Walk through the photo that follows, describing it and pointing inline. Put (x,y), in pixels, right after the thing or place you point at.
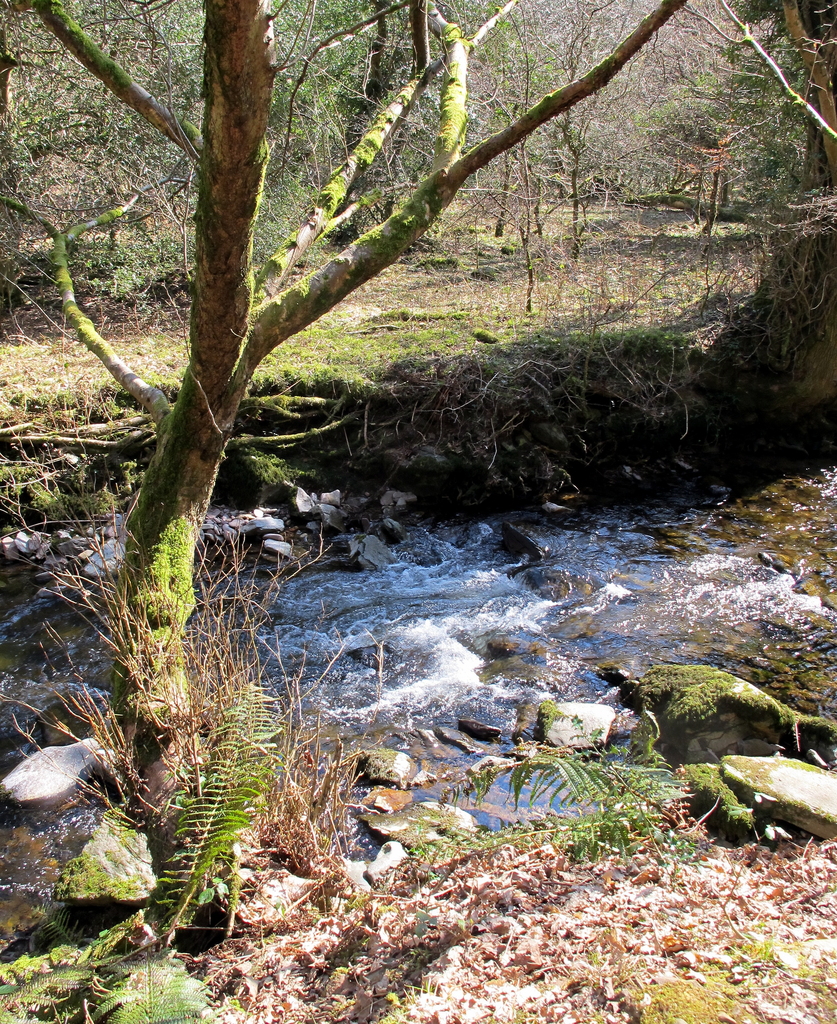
In this image I can see trees (208,244) in green color, in front (734,773) I can see water (822,674) and few rocks (714,761).
